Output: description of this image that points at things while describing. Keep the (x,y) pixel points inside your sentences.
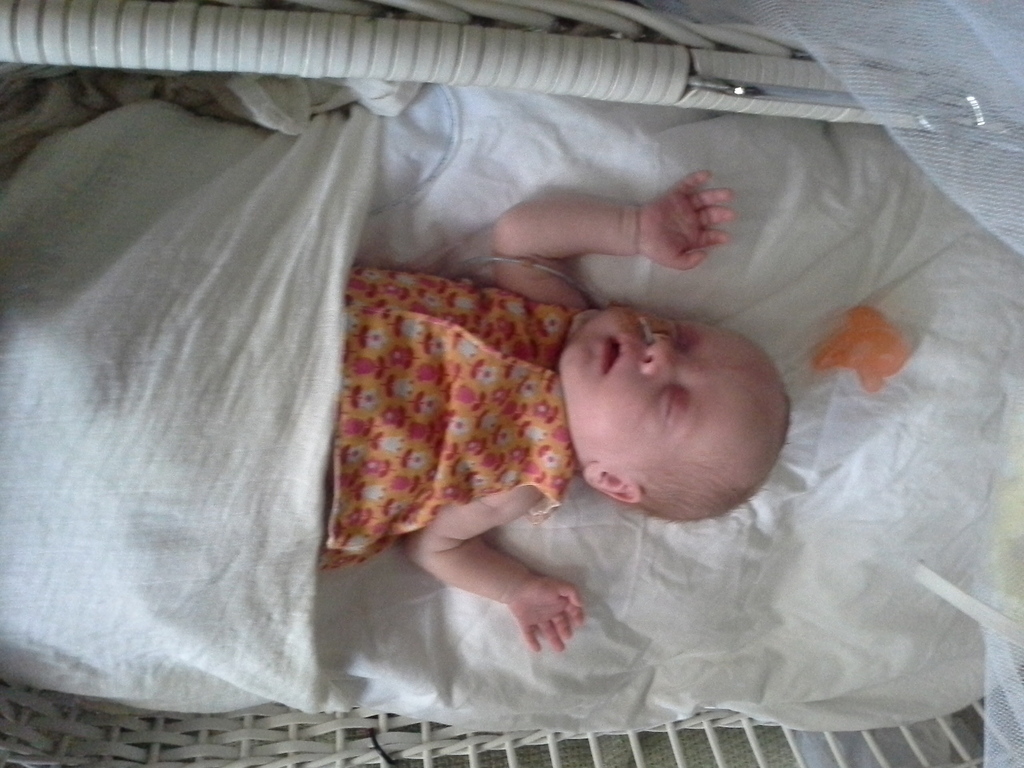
In the center of the image (510,358) a baby (571,365) is lying on baby swing (445,21). In the background of the image (1005,49) we can see cloth (856,278), net (1002,138).
